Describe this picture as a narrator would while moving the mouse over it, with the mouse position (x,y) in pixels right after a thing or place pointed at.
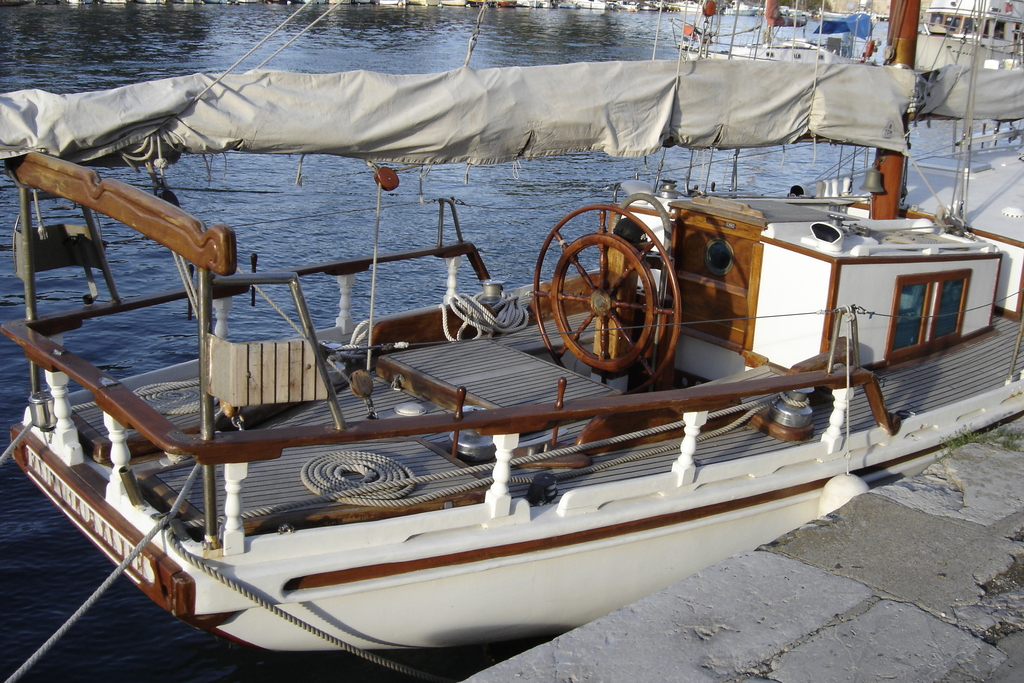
In the image we can see there are boats (519,593) in the water (249,336). This is a rope (371,485), steering (607,207), water (383,225), cloth (495,115) and window (907,329).
